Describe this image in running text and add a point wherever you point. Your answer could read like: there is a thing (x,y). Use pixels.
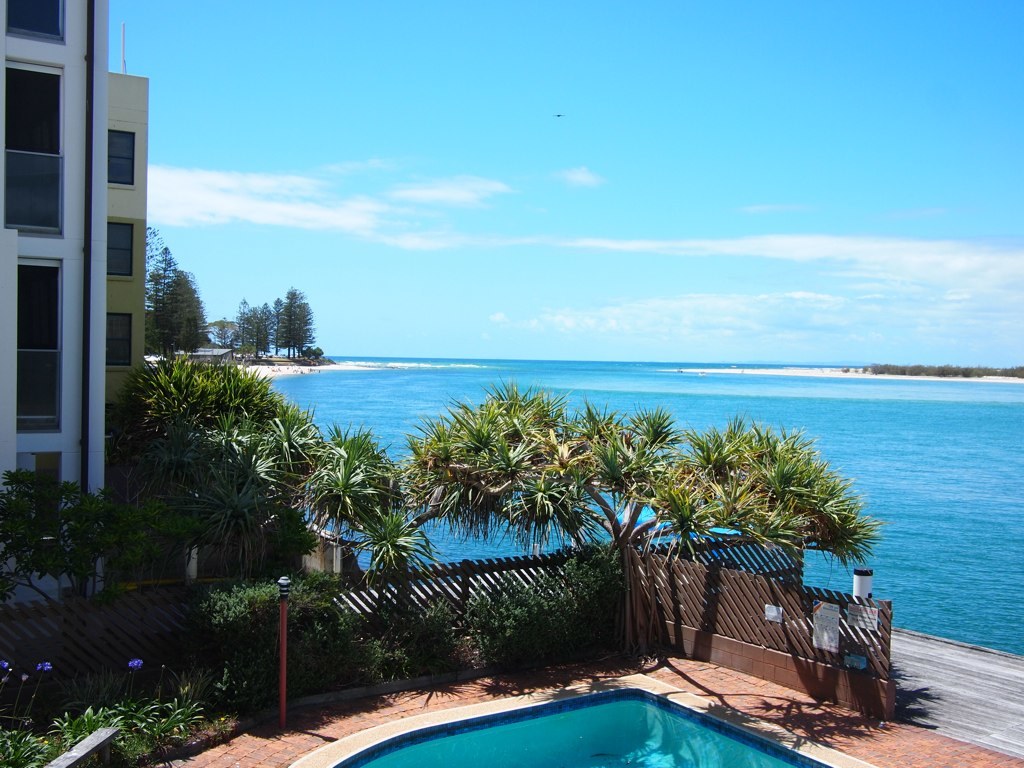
In this image in the front (581,562) there are plants (403,549) and in the background (865,432) there is water (826,406), there are trees (243,319). On the left side (71,297) there are buildings (135,252) and the sky (404,251) is cloudy. In the front (821,652) there is a wooden fence (872,667) and there is a pole (287,646).
